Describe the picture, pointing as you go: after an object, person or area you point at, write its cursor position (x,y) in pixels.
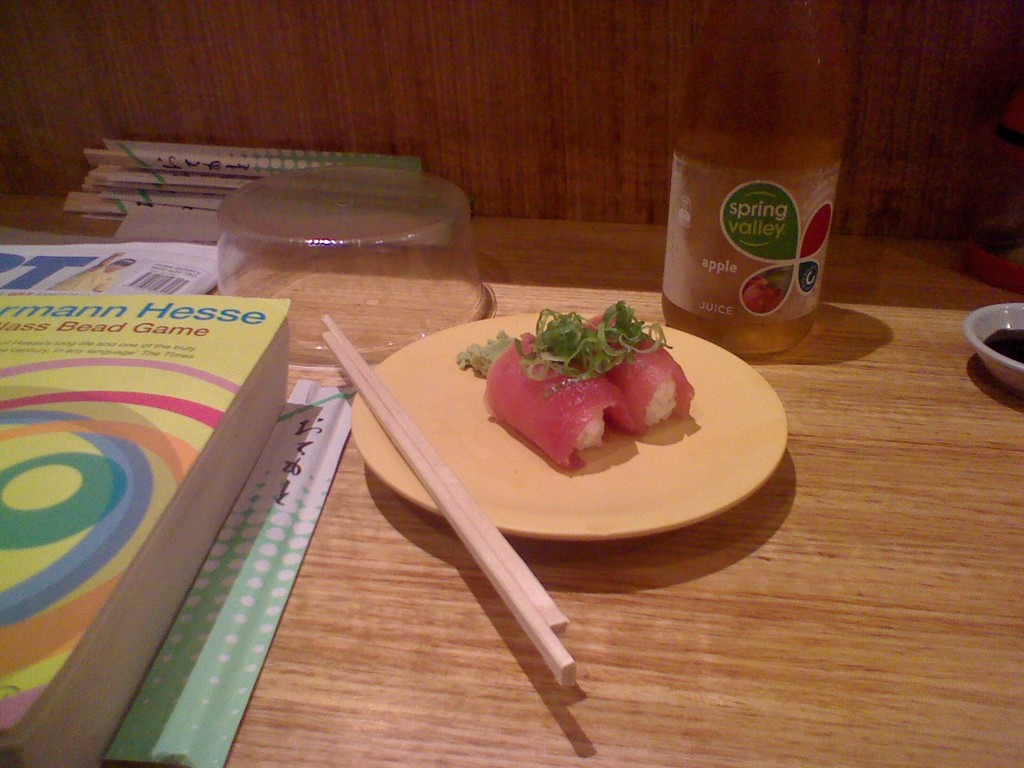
Here I can see a table (823,655) on which a saucer (427,415) which consists of some food (523,396) in it, chopsticks (409,436), bottle (736,277), bowls (299,303), book (284,309), newspaper (140,273) and few sticks (125,193) are placed.
